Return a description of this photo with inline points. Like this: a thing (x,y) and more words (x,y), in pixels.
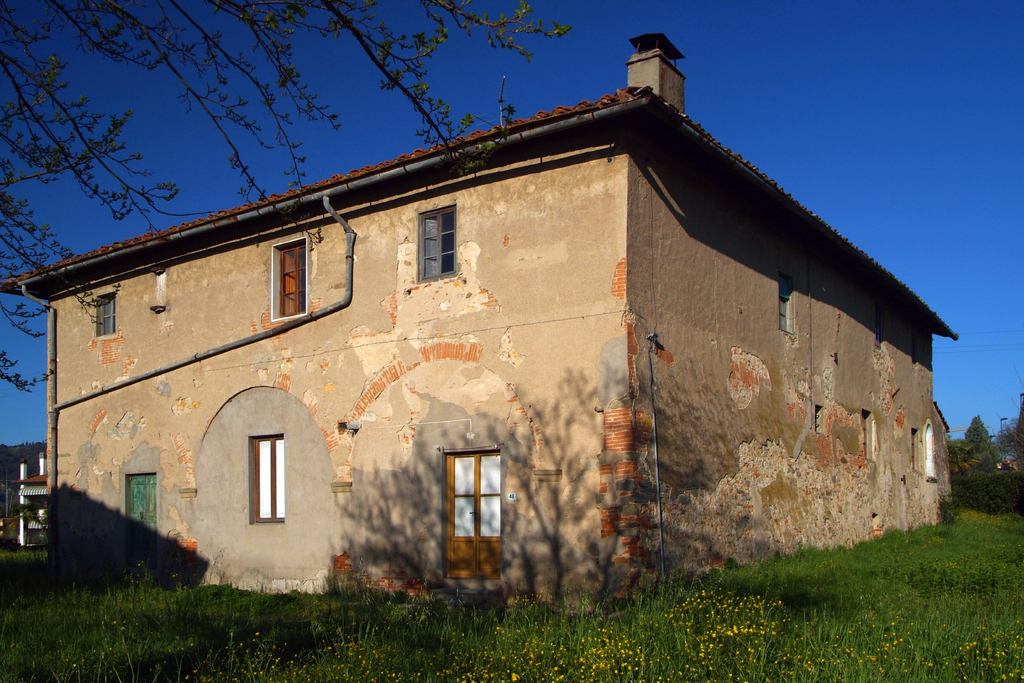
In this image we can see grass (705,669), building (502,275) with windows (266,444) and doors (472,503), on the right side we can see some trees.
